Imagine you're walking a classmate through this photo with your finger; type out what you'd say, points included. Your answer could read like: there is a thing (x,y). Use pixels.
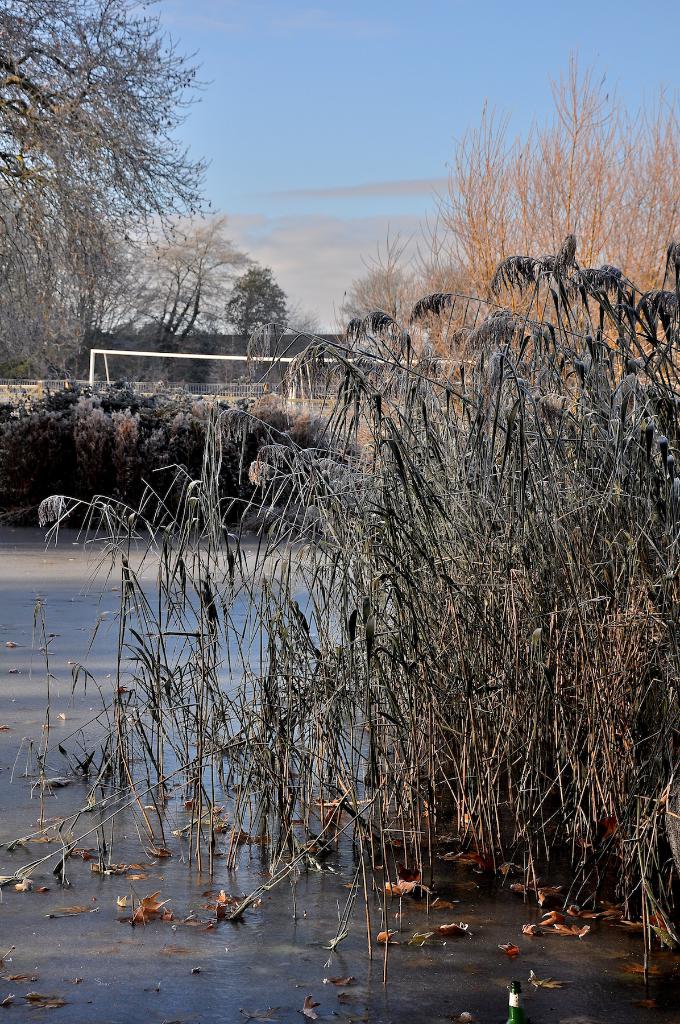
In this image we can see few plants (322,681) in the water (127,684), there we can see few trees (160,365), a goal post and some clouds (336,220) in the sky (343,198).
